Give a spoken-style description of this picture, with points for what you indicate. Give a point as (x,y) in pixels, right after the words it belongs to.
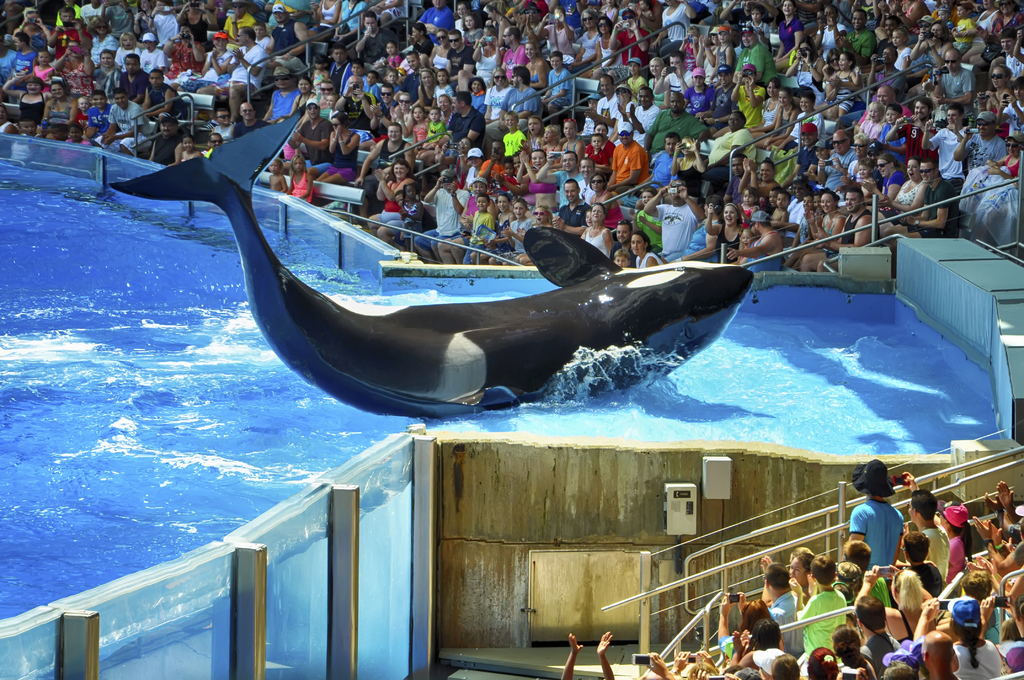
In this image I can see the group of people (744,59) sitting and few people (769,143) are holding something. I can see the dolphin (560,285), fencing (290,235) and the water (258,374).
